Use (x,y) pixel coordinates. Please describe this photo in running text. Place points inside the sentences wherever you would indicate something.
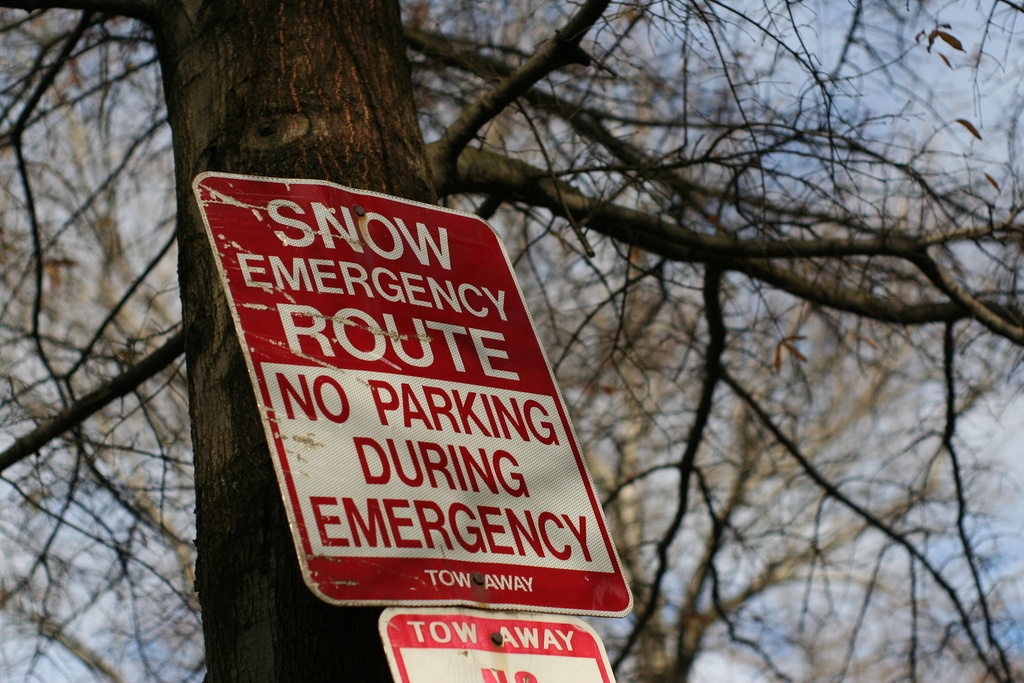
In the center of the image (371,285) there is a sign board (352,453) to the tree (380,649). In the background (754,72) there is a sky (79,175).
